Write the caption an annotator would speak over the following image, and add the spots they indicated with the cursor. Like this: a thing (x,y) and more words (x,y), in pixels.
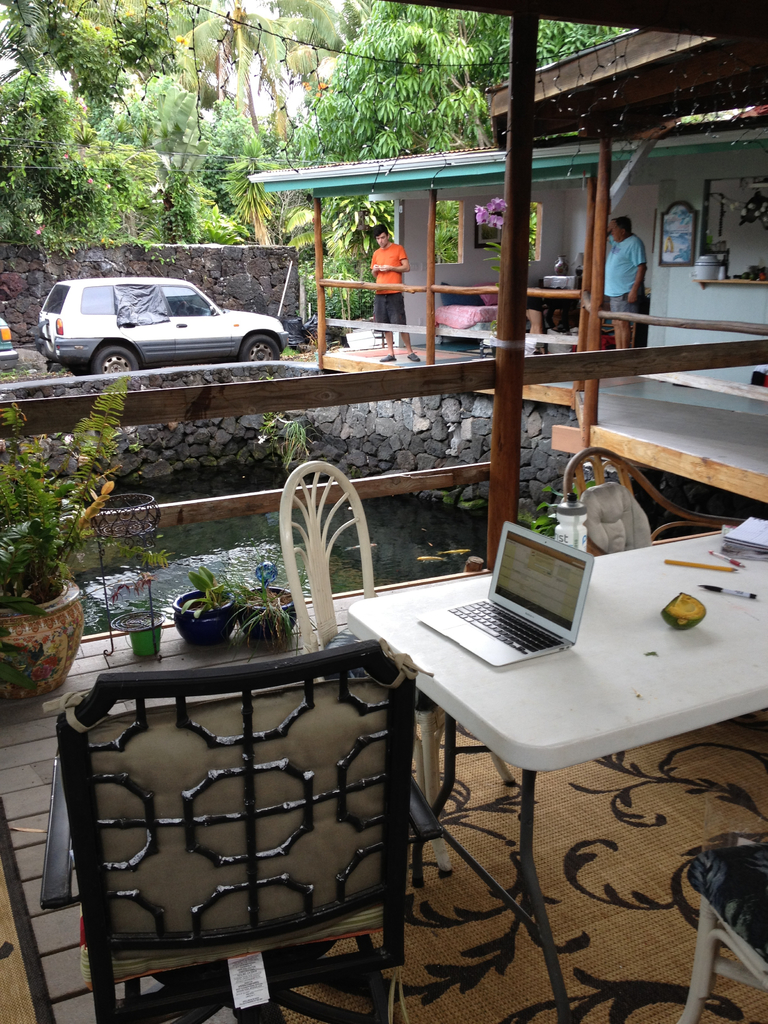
In this picture we can see a chair (223,748) and a flower vase (43,641), and also we can find a laptop (503,594) books (758,541), pens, bottle (570,509) on the table (624,605), and also we can see water (357,556), couple of cars (157,357), couple of trees (159,135) a house (461,169) and two persons (376,257).
